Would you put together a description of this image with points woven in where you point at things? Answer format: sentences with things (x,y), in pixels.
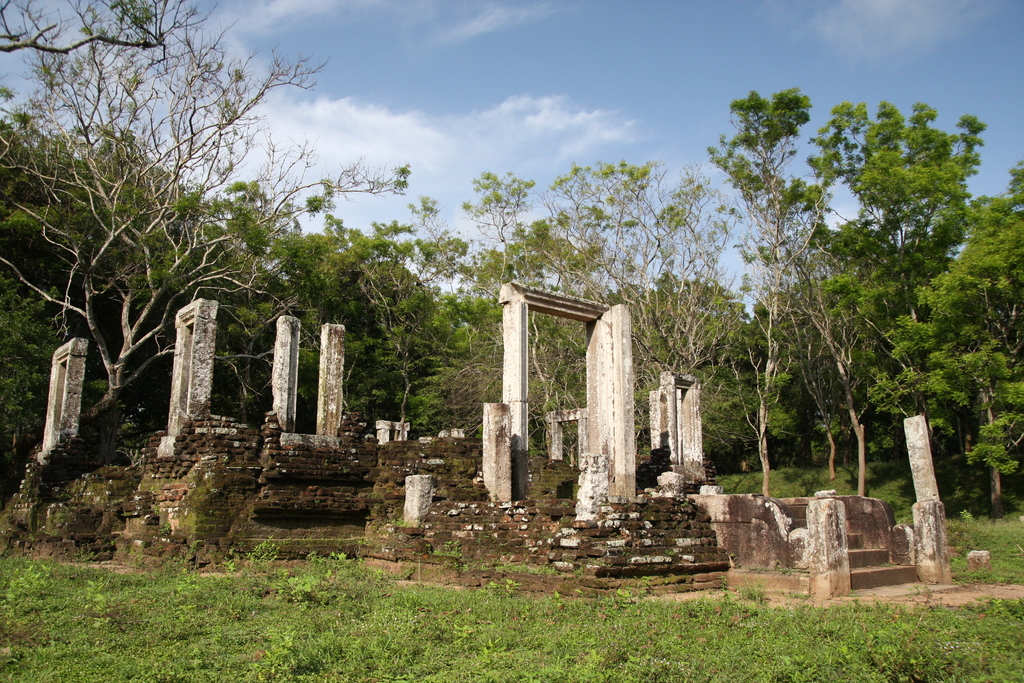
This picture might be taken from outside of the city. In this image, on the left side (7,364), we can also see some trees (104,252). In the middle of the image (397,428), we can see a staircase (894,578), pillars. At the top (534,70), we can see a sky (522,90), at the bottom (533,668), we can see some plants (907,648) and a grass (735,596).
